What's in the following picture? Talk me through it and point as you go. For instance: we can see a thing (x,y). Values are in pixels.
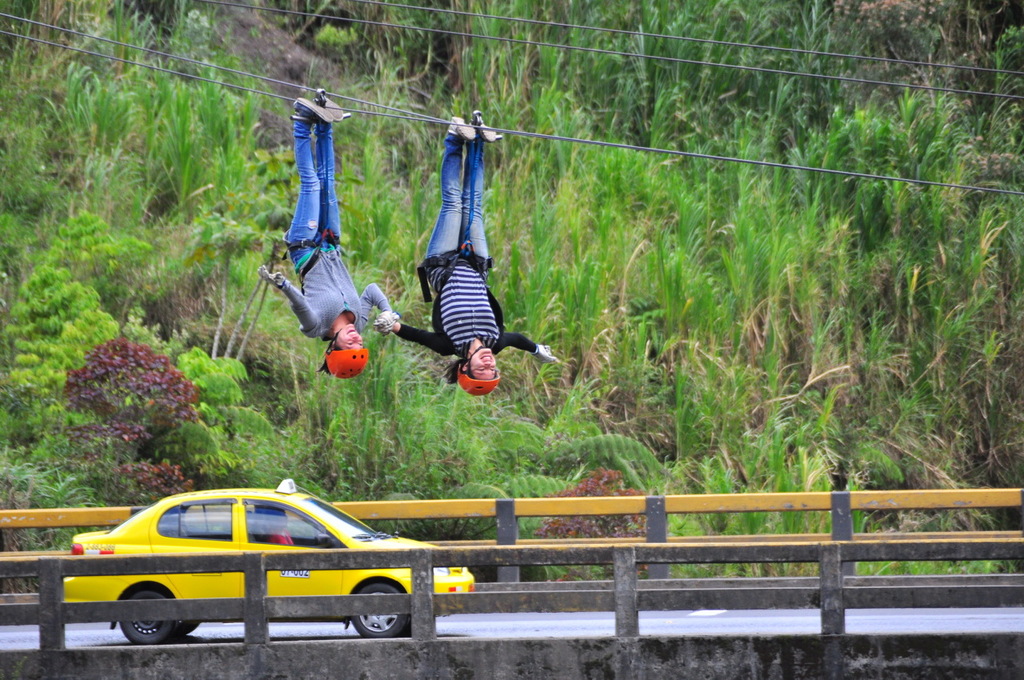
In this image two persons (307,265) wearing helmet (334,367) are hanged to the wire (357,98) in inverted direction. A yellow colour car (188,512) is on the bridge (315,607). A person (287,527) is inside the car (272,525). On both sides of road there is fence (178,562). Behind it there are few plants (936,391) and trees (119,392).
